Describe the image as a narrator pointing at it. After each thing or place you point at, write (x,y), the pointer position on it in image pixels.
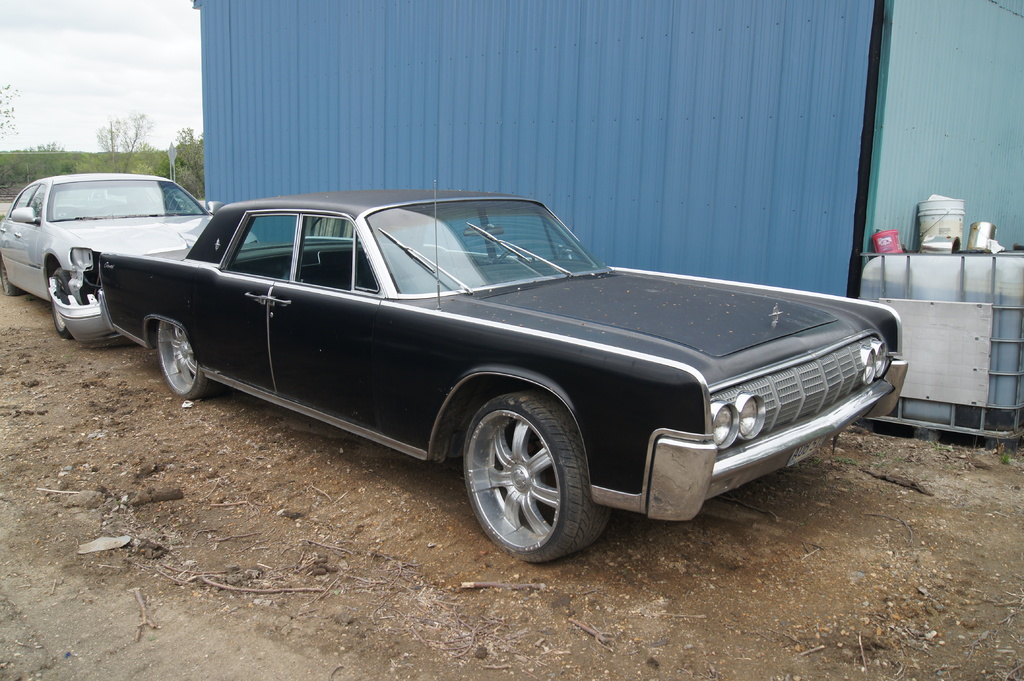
In this image we can see two cars (447,381). One is in black color and the other one is in white color. Behind the car (452,294) metal sheets (538,95) are there. Right side of the image (959,293) one square shaped thing (983,271) is present. On it buckets (947,231) are present. Top left of the image (69,155) trees (69,155) are there and the sky (112,59) is covered with clouds (92,56).
